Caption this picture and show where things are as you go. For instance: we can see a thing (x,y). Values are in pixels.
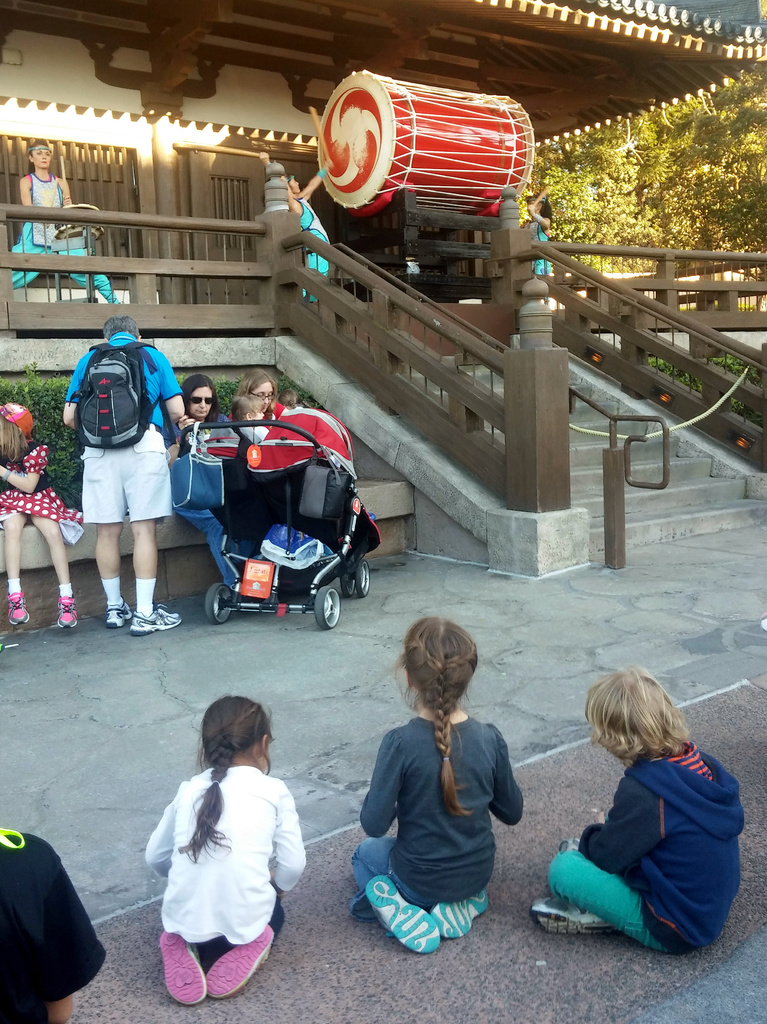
As we can see in the image there are stairs (575,383), building (333,56), group of people (206,407), musical drums (444,164) and trees (677,121).
